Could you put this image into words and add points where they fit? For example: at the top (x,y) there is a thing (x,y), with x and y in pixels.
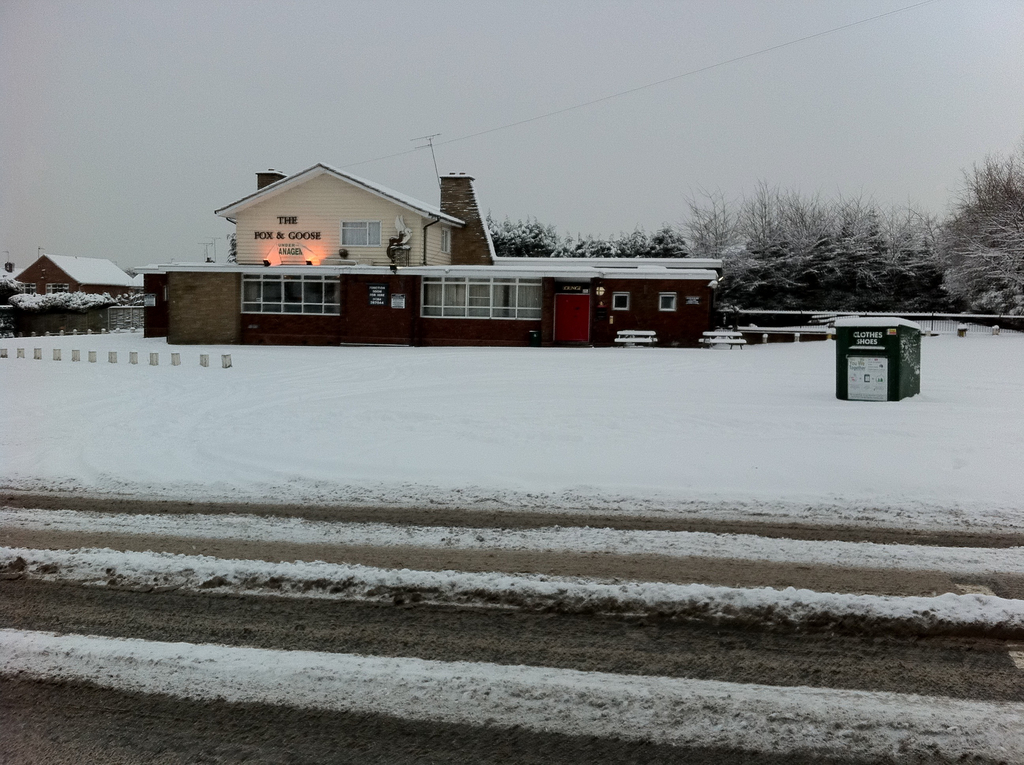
In this picture we can see snow (390,531) at the bottom (377,546), in the background (270,311) there are houses (124,287), on the right side (858,223) we can see trees (679,248), there is a box (886,381) in the middle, we can see the sky (413,58) at the top of the picture (309,65).
